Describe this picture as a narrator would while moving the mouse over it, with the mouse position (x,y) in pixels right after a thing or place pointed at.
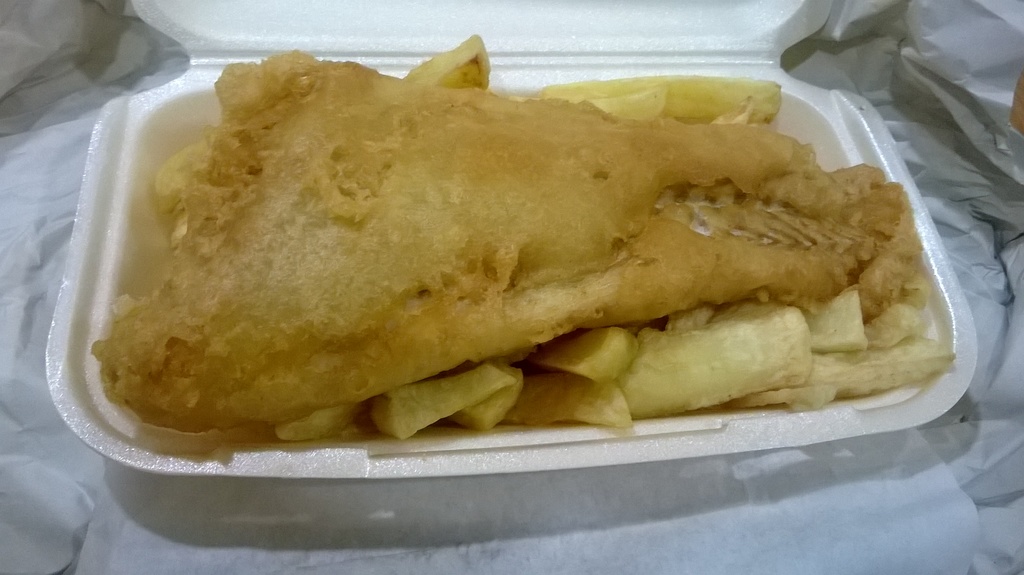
In this picture i can see food (447,293) in the to go box (799,32) and I can see white color paper (27,10).
